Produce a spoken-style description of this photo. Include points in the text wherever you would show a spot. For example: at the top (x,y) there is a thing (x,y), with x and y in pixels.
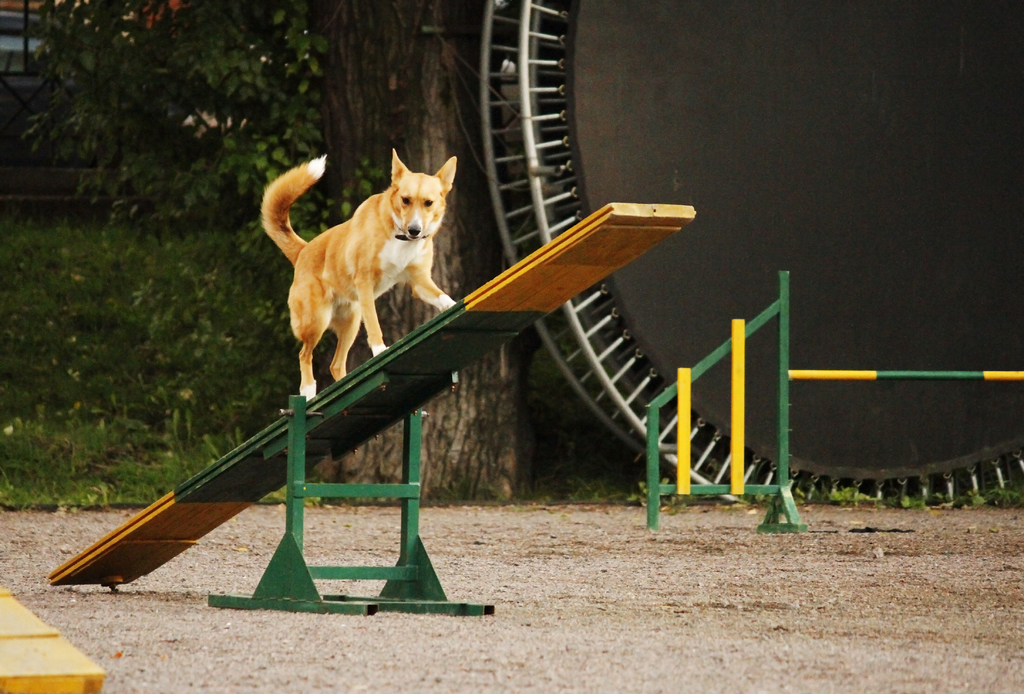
In the center of the image (415,427) we can see a slide (336,418). On the slide (443,345), we can see a dog (386,259). At the bottom left side of the image (40,652), we can see an object (28,649). In the background (599,97), we can see the grass (236,329), one tree (366,66) and a few other objects (671,198).
